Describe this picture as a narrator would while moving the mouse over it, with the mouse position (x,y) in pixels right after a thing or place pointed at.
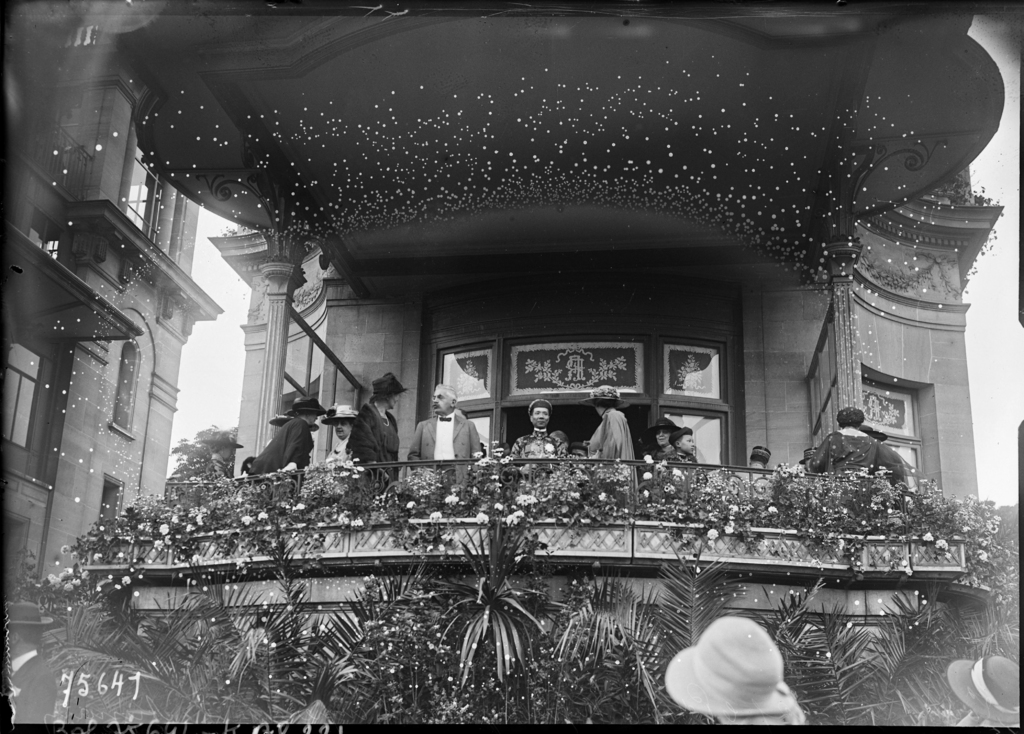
In the picture we can see a palace (420,310) which is decorated with flowers (200,520), plants (505,679) to the railing (245,560) and some people (380,425) in the house (703,441) and to the roof (786,231), we can see decorated lights (809,210) and besides we can see another building (81,364) with a glass window (21,354).
